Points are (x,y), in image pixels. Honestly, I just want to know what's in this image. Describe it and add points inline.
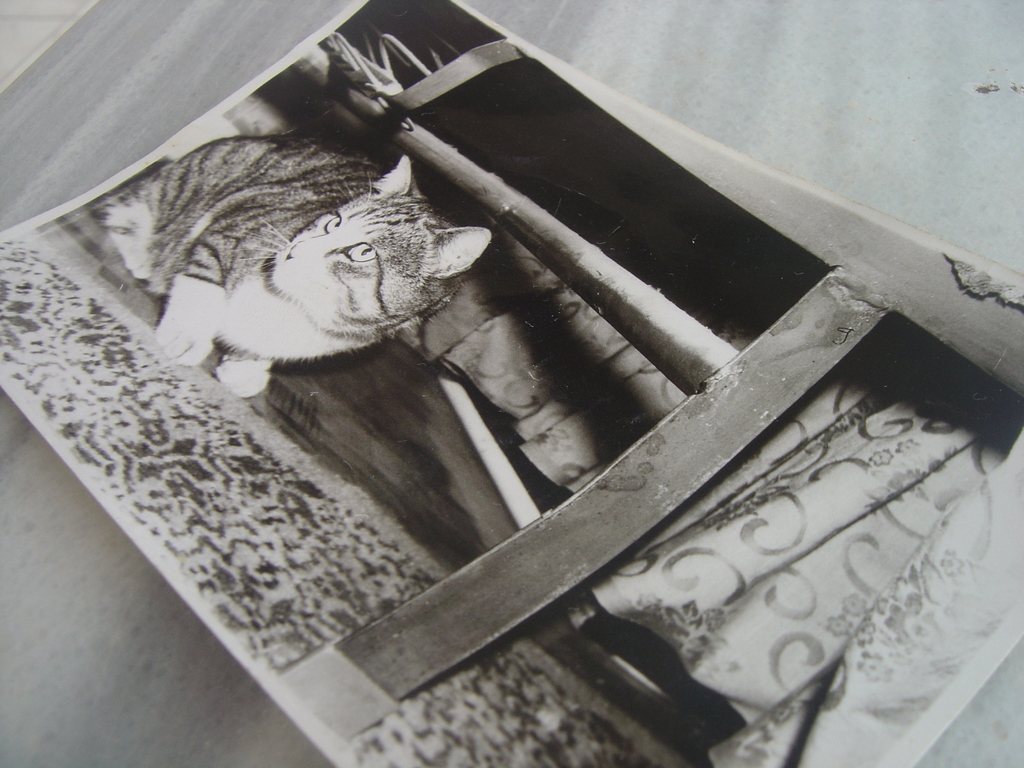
This is a black and white image where we can see a photograph (717,437) on the wooden surface (65,575). We can see a cat (444,255), a table (817,293) and curtain (917,470) on the photograph (477,574).
